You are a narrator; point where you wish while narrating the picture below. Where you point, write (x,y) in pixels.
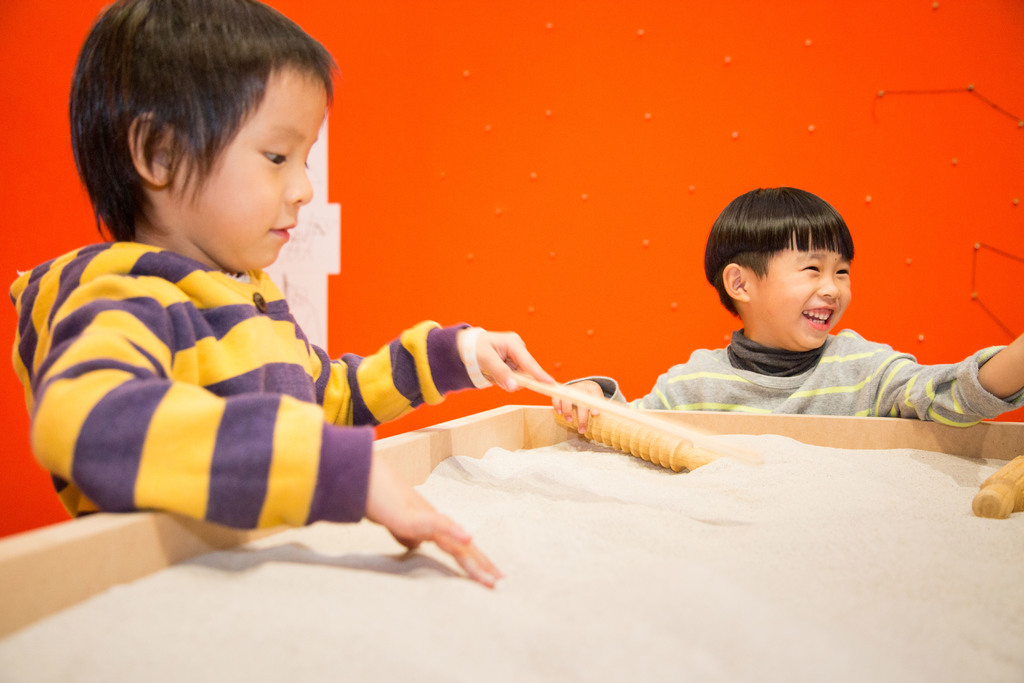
In this image we can see kids (546,379) standing and holding sticks (681,439), there is sand (692,561) in the wooden box (952,437) and wall (587,162) in the background (387,155).
